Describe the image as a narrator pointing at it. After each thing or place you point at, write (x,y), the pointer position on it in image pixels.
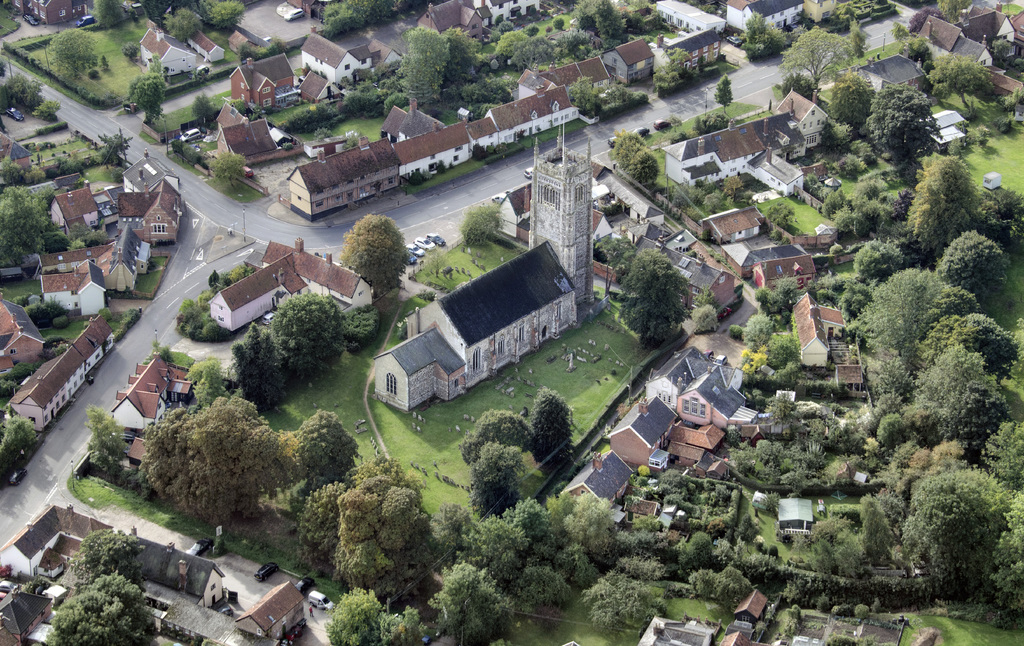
In this image there are buildings (453,345), trees (402,512) and cars (417,251) on the road (437,210). There is grass (531,380) on the surface (441,439).
